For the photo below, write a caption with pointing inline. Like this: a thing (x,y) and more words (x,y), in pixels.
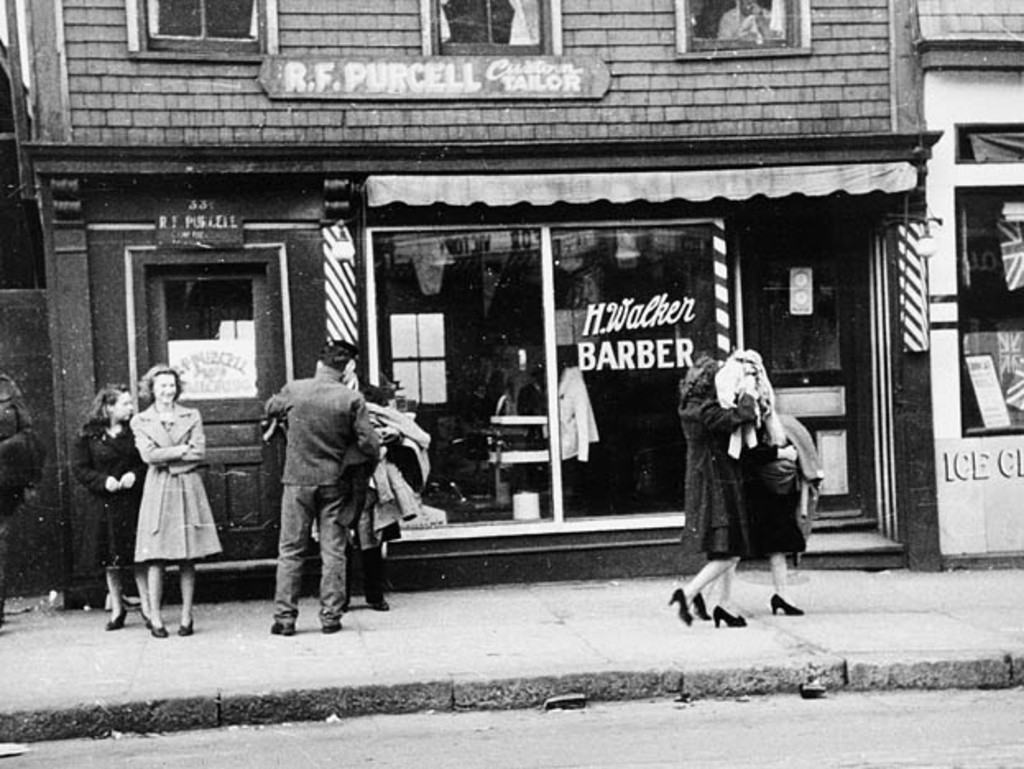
Black and white pictures. In-front of this building (303,96) there are people (743,487). Here we can see windows (440,407), boards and door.
